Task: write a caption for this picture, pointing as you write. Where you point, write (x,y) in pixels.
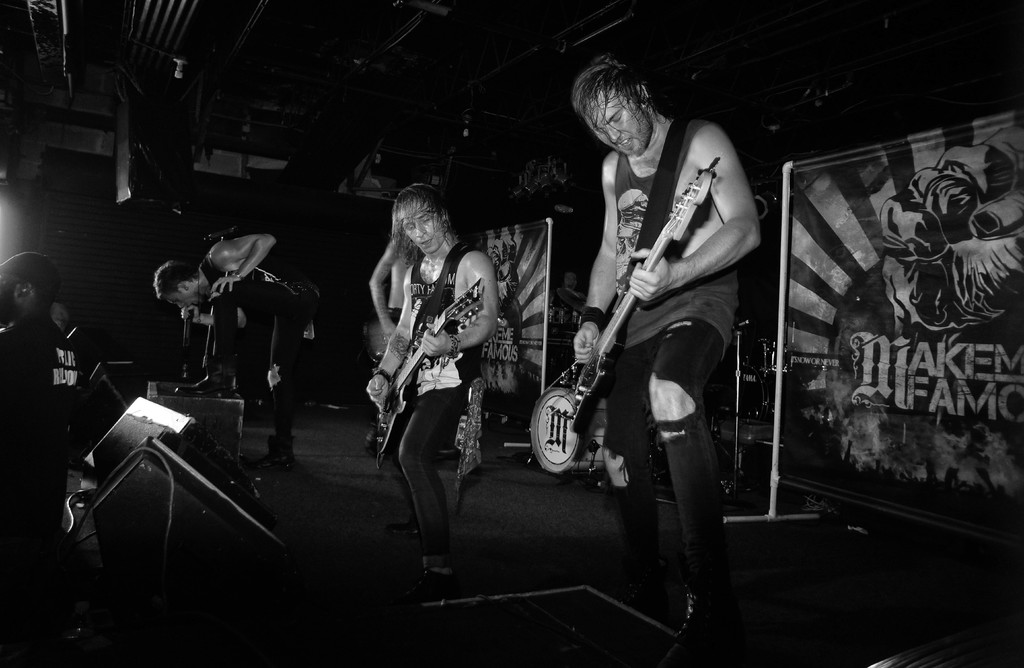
In this image i can see two persons (643,310) playing guitar (474,298) at left (290,279) the person (316,283) bending at the back ground (522,267) i can see a board (511,284).
